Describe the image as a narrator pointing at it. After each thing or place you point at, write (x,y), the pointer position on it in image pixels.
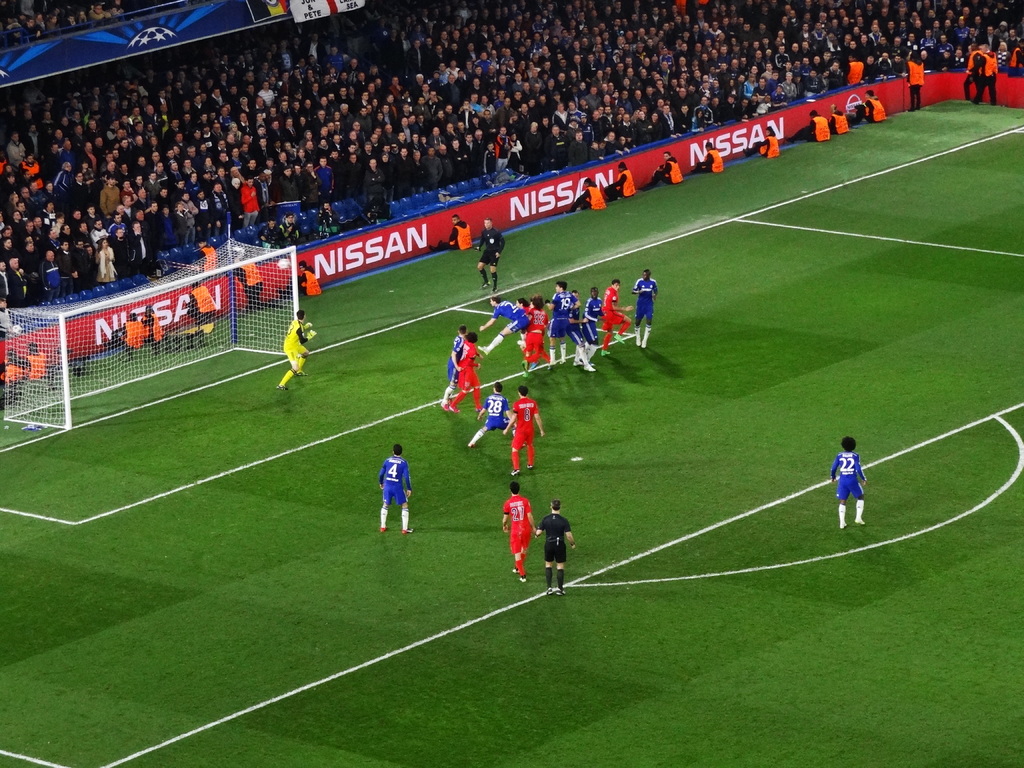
In the picture I can see group of people (320,214) among them some are playing on the ground (501,435) and some are standing in the background (270,124). I can also see a net (176,359), fence (310,250), white lines (443,311) on the ground (505,349) and some other objects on the ground (613,479).
